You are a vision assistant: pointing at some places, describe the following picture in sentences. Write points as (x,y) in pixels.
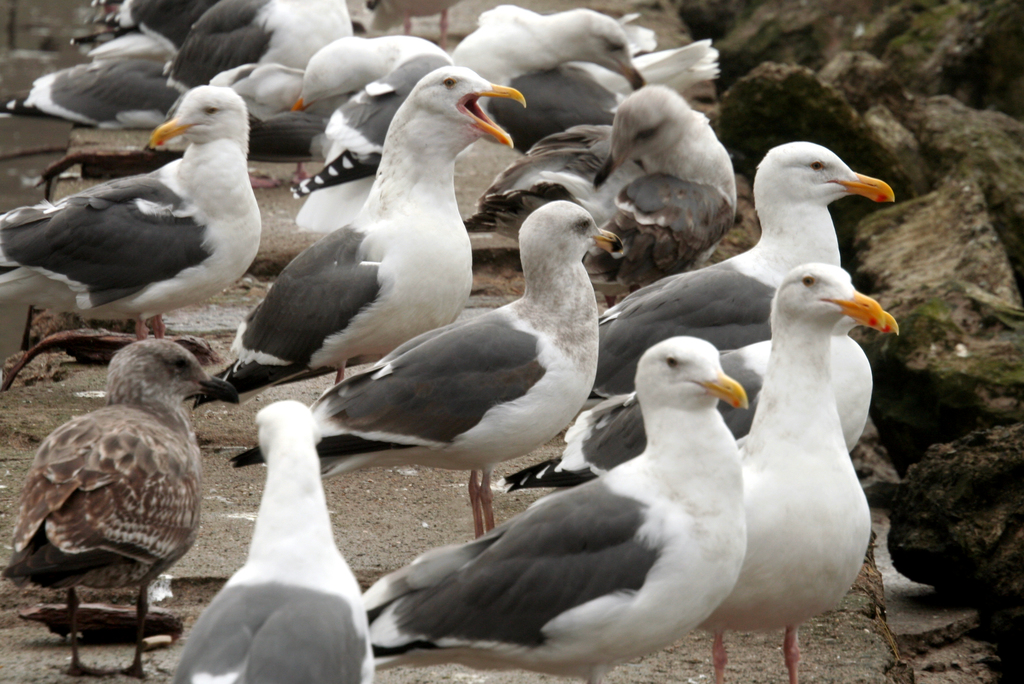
In this image we can see some birds (322,358) which are in different color and there are some rocks (898,301).
